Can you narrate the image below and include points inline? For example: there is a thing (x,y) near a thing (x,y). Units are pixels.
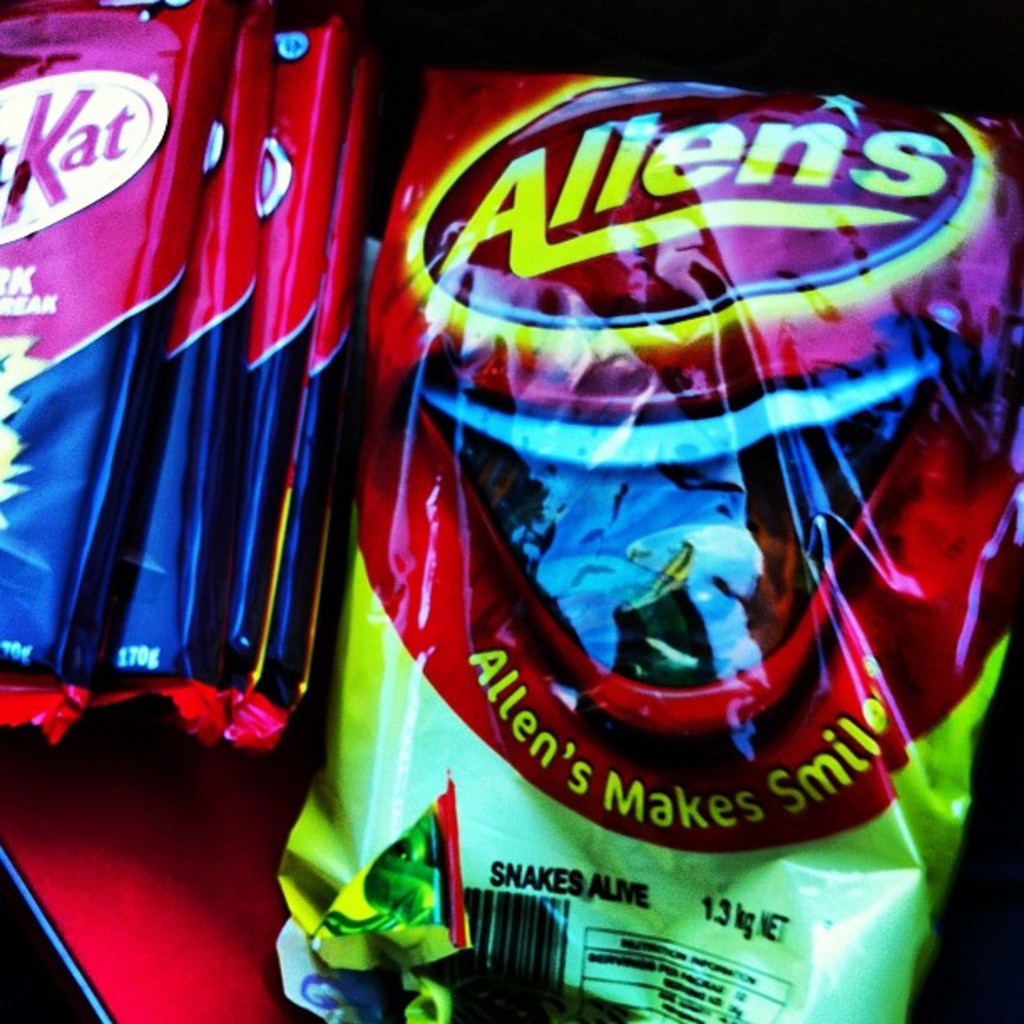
In the center of the image (452,371) we can see chocolate (235,358) and packets (411,798) placed on the table (126,864).
